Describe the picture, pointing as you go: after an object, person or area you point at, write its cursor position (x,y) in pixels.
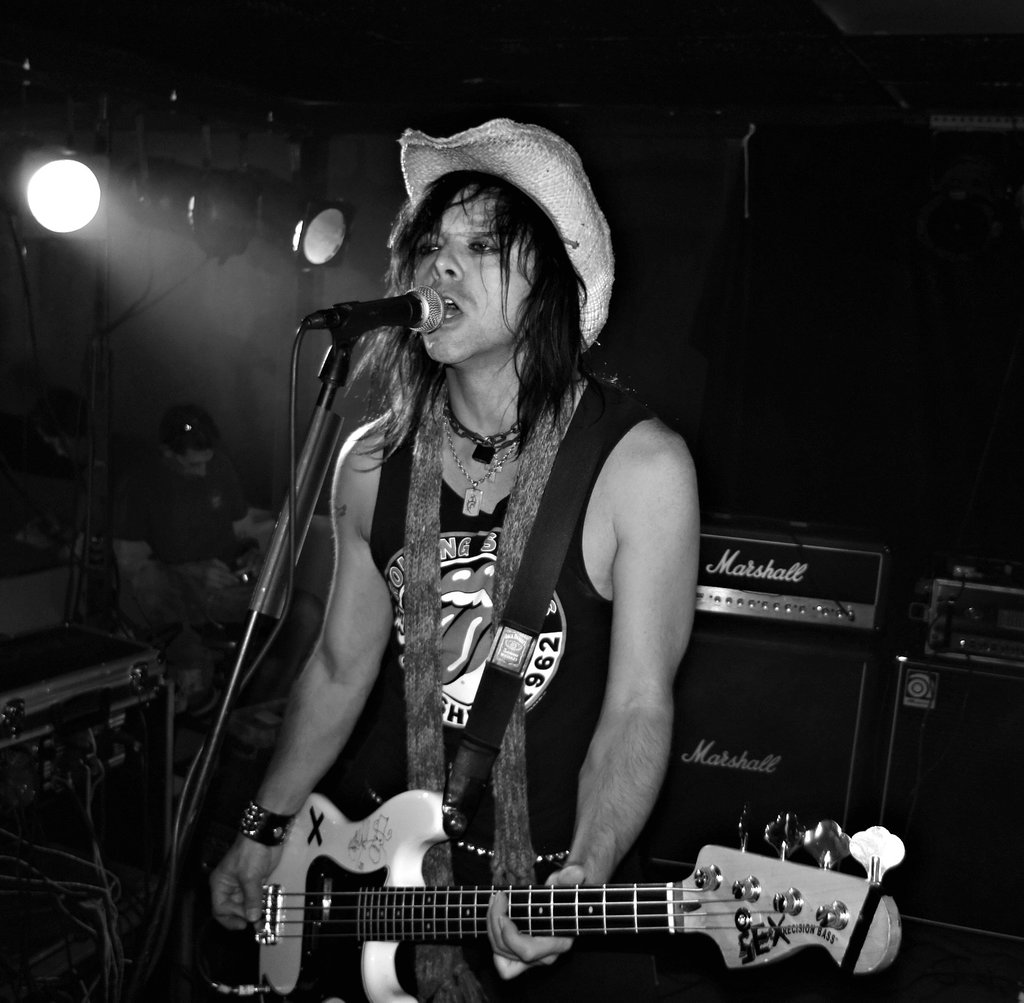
There is a person (459,525) standing in front of a microphone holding a guitar (328,898) in his hands (215,912). He's wearing a hat (503,165). In the background (181,495) there are some people (181,495) sitting and there is light (73,187) here.
